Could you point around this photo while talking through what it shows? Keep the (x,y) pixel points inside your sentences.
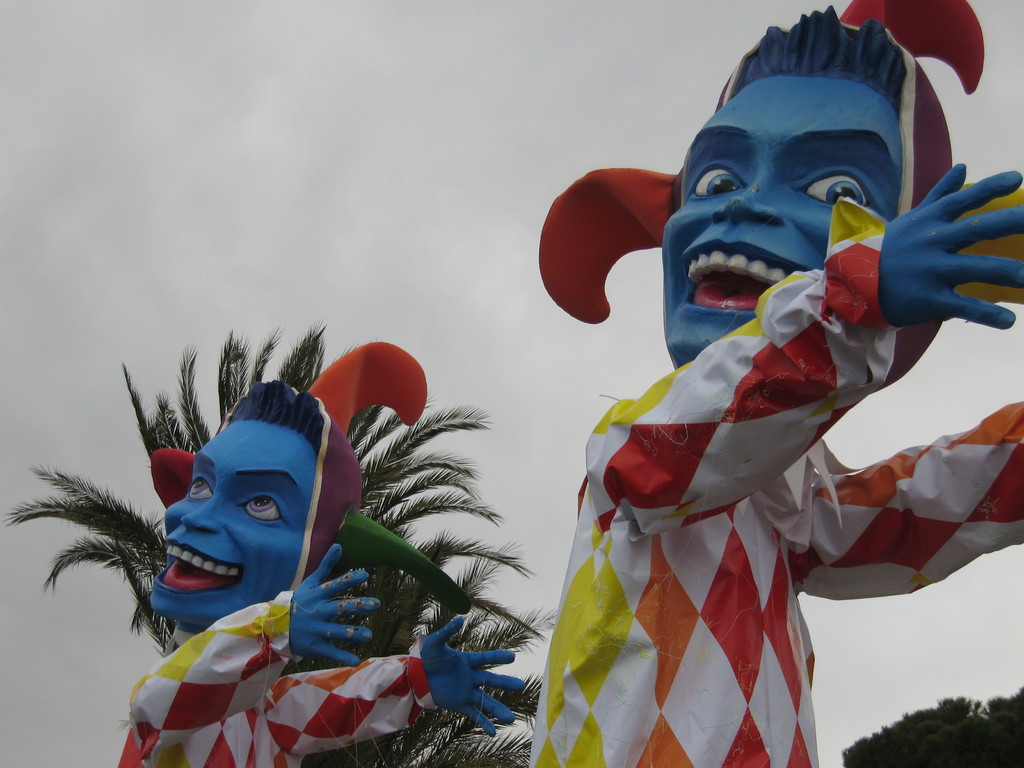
In this image we can see two cartoon statues (405,720). In the background of the image (141,429) trees (169,412) and cloudy sky (364,261) is there.
